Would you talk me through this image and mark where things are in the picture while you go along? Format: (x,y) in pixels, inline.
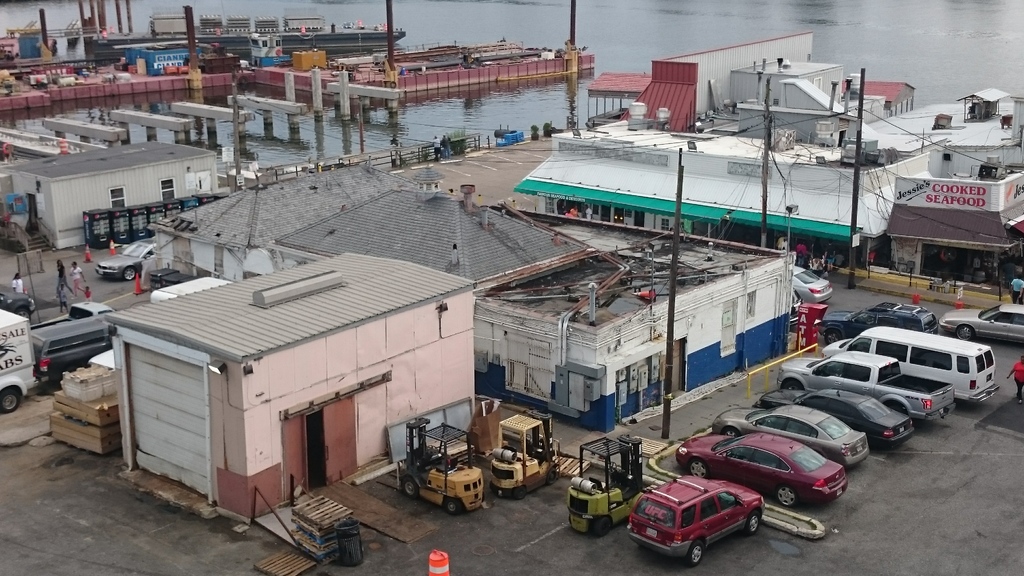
On the right side (830,373) there are many vehicles (787,389) parked. Also there is a road (837,280). On that there are many vehicles (914,313). Near to that there many buildings (452,255) with windows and doors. Also something is written on the building (947,164). Also there are traffic cones (136,285) on the road (121,293). In the back (368,128) there is water (339,140). Also there are bridges (208,105) and many other items (166,59) on the water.
